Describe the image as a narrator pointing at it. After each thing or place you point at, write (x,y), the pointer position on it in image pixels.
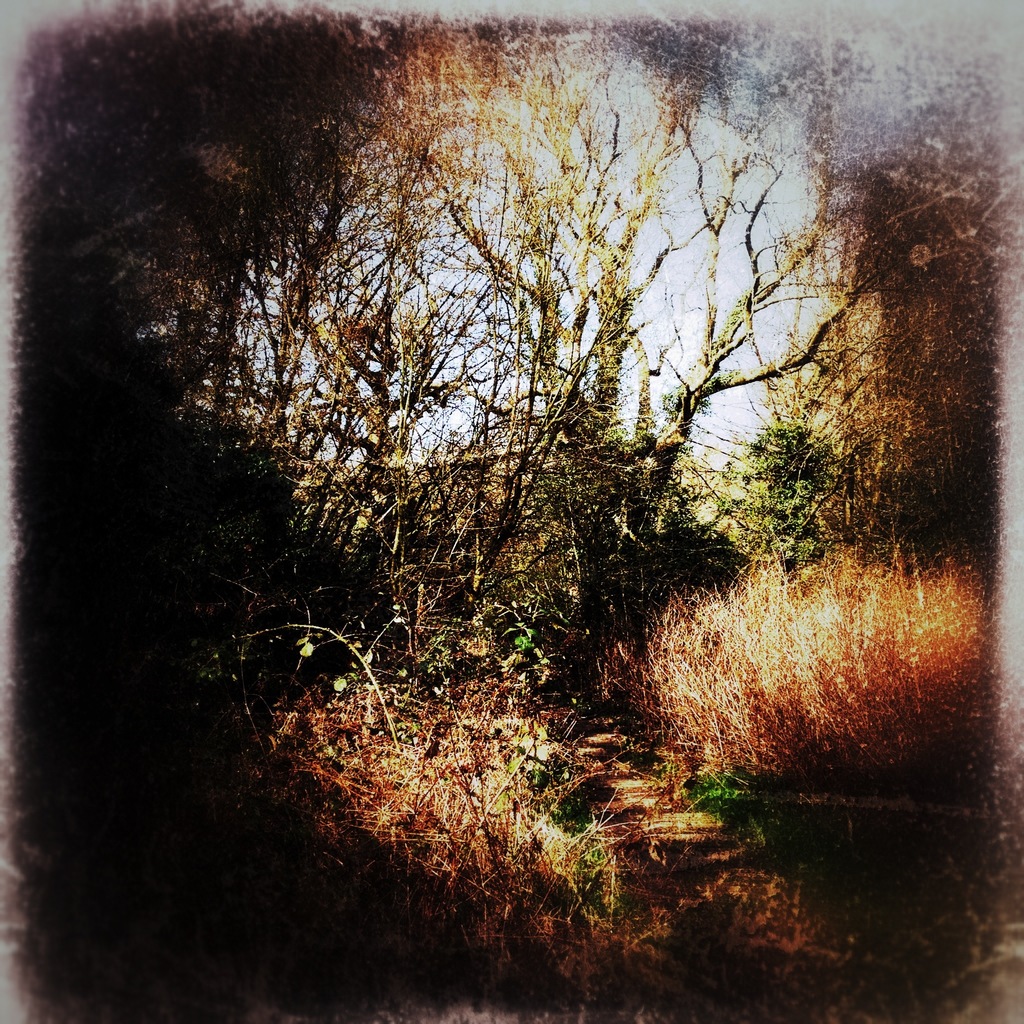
This looks like an edited image. I can see the dried grass (483,743). These are the trees (541,298) with branches (901,343) and leaves (787,475).
